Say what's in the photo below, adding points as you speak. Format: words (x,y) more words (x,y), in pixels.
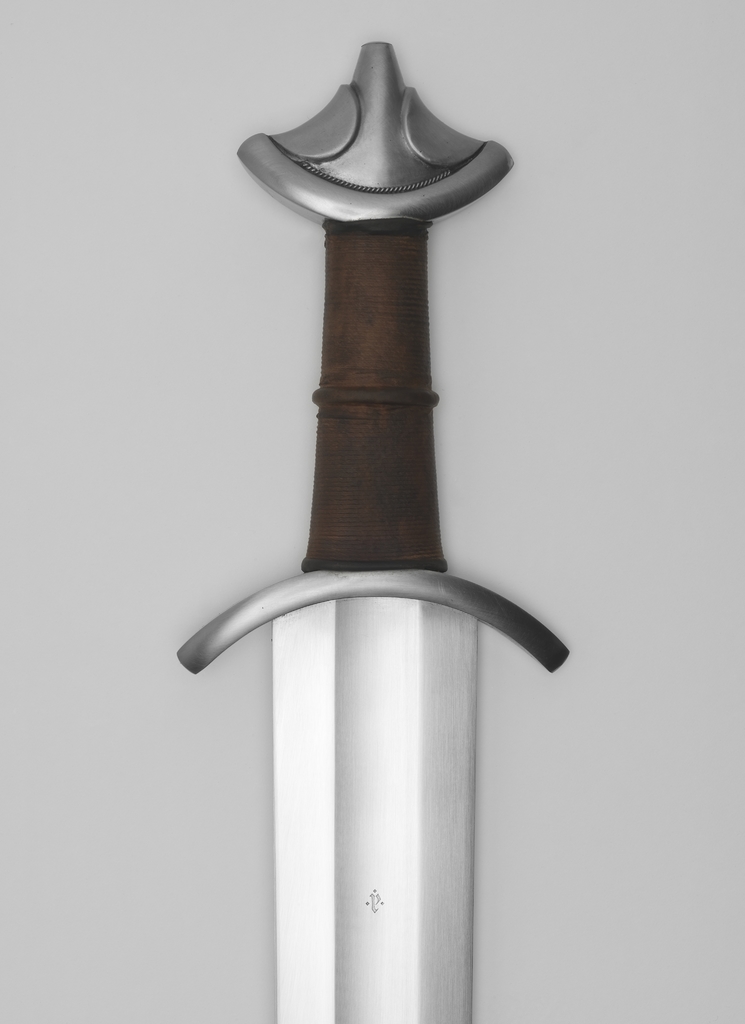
In the center of the image (377,532) we can see the sword (363,569). In the background (291,552) we can see the wall (655,681).
